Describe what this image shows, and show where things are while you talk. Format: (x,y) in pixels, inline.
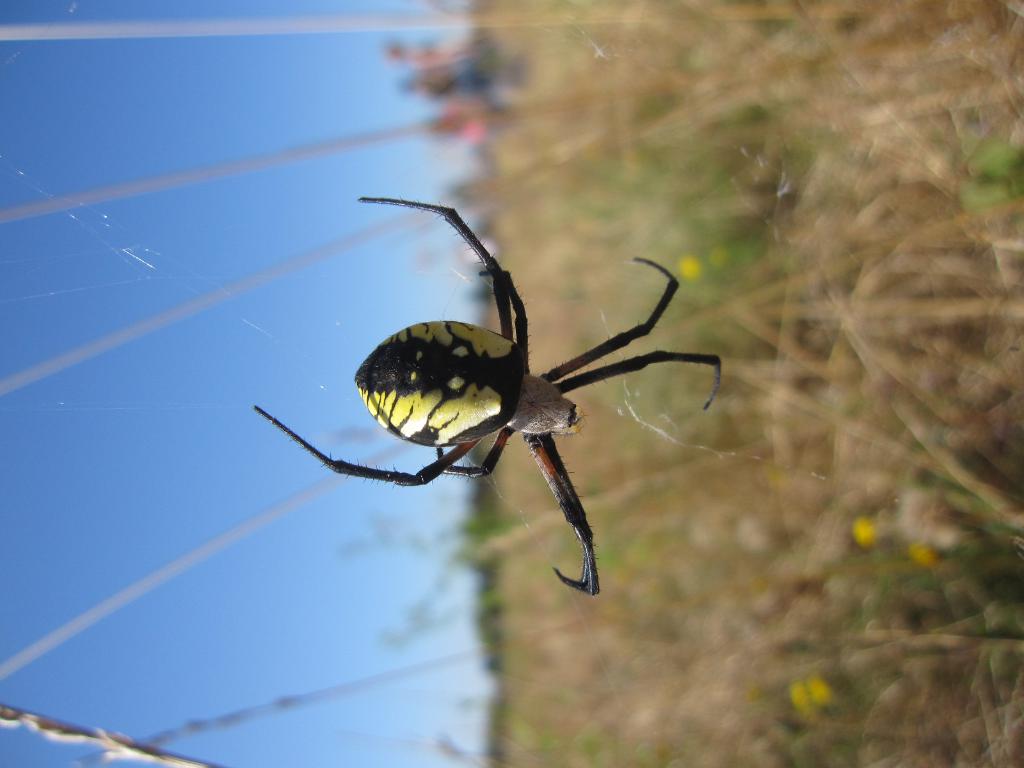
In this picture we can see the sky (365,624) and an insect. Right side of the picture (865,419) is blurry and we can see the plants (852,587).
